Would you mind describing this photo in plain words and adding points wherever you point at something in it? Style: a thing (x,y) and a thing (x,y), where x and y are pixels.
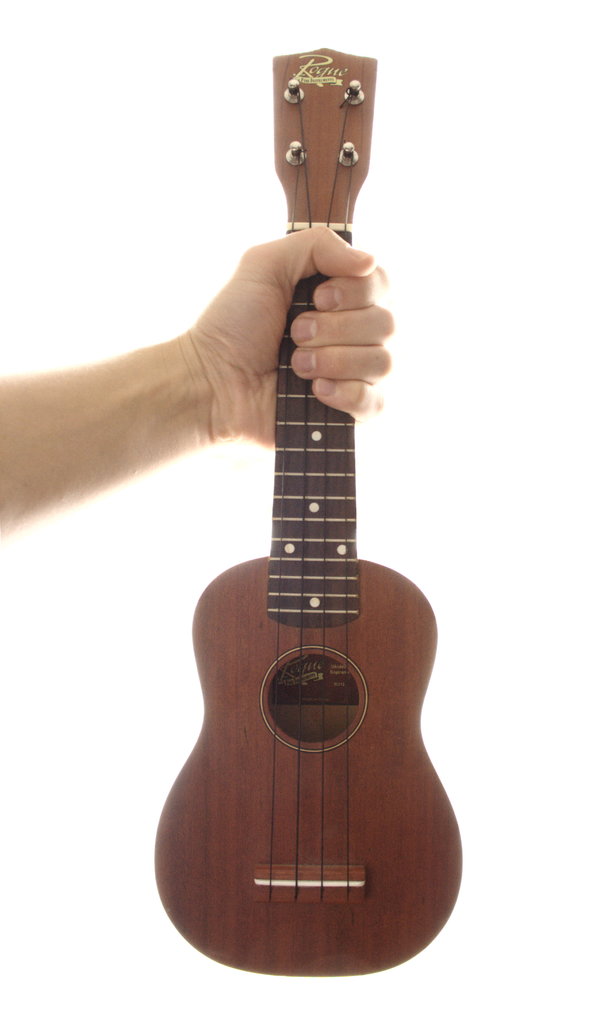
In the image we can see a person (229,360) holding a ukulele (404,784) which is in brown color.
